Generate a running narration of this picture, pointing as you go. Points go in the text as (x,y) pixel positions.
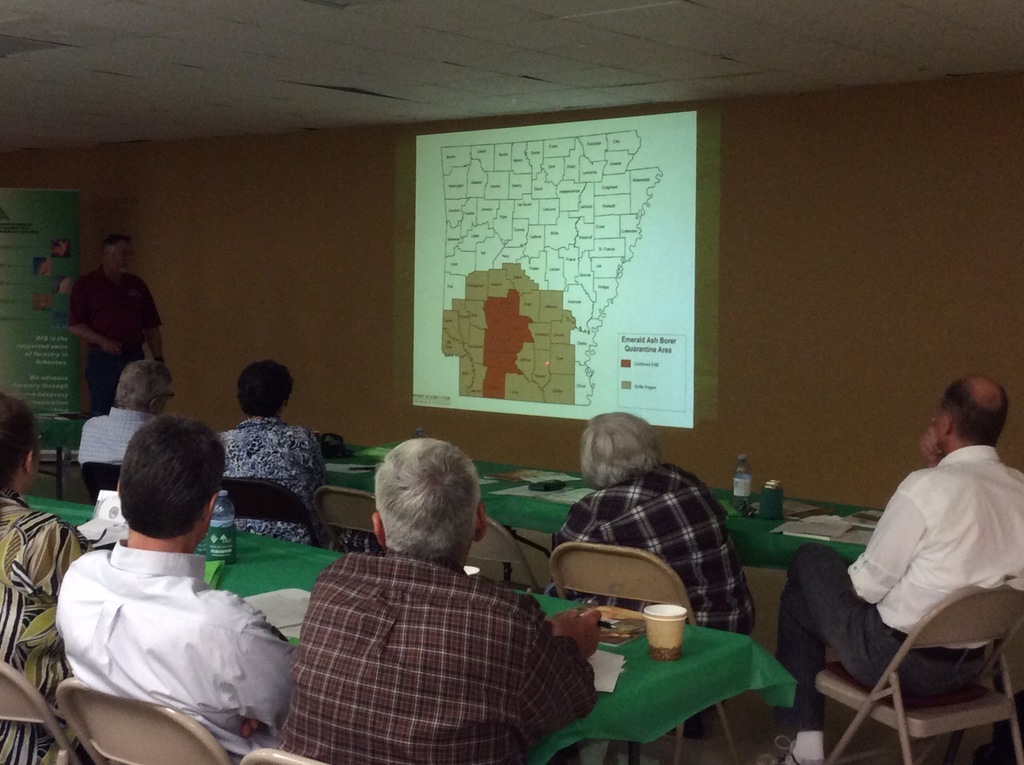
In this image, there are some tables (598,700) which are covered by a green color clothes (222,570), on that tables (616,648) there are some bottles (210,546) and there is a glass (661,652) which is in white color, there are some people (195,541) sitting on the chairs (897,671) around the tables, in the background (849,473) there is a brown color wall (845,272) and there is a power point projection (446,315) on the wall (375,288) which is in white color.
